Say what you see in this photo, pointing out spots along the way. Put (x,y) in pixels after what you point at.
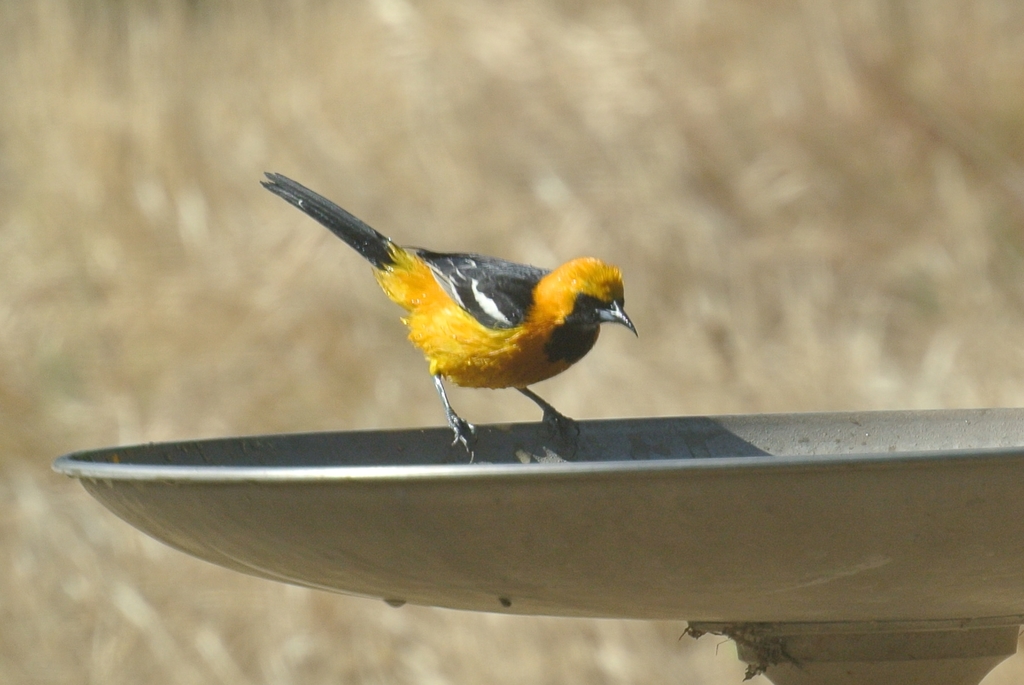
In the foreground of the picture (362,523) we can see a bird bath (994,495) and a bird (442,336). The background (13,336) is blurred.
